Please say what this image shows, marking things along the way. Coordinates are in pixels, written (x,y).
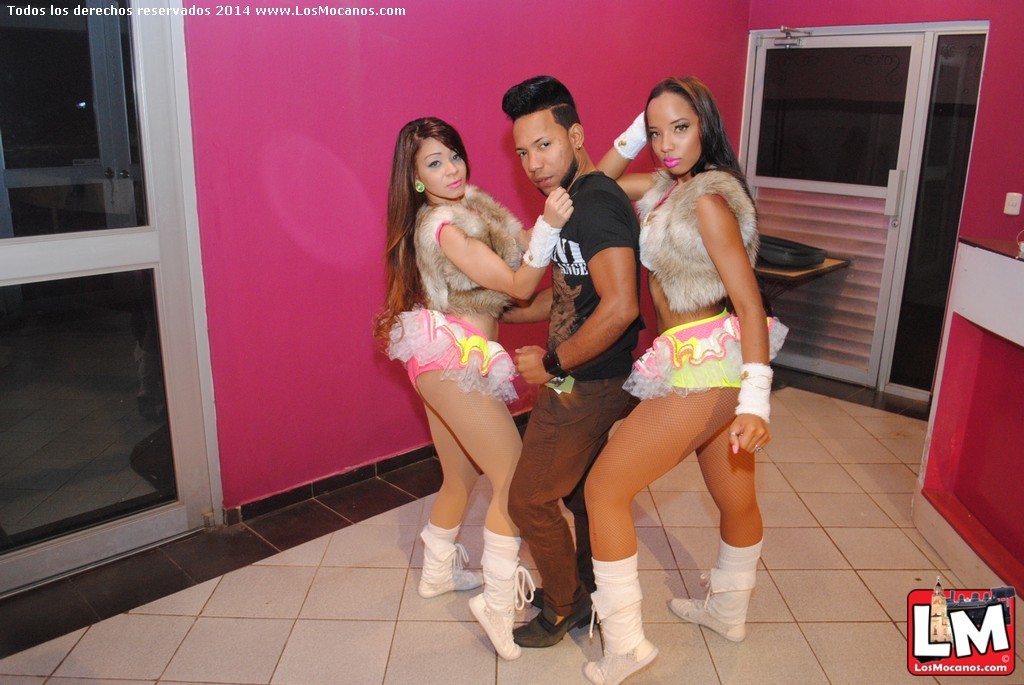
There is a man (573,219) and two women (524,269) standing. In the back (545,69) there is a wall (546,62) and doors (130,188). There are watermarks (223,10) in the top left (207,11) and bottom right (974,602) corners.
